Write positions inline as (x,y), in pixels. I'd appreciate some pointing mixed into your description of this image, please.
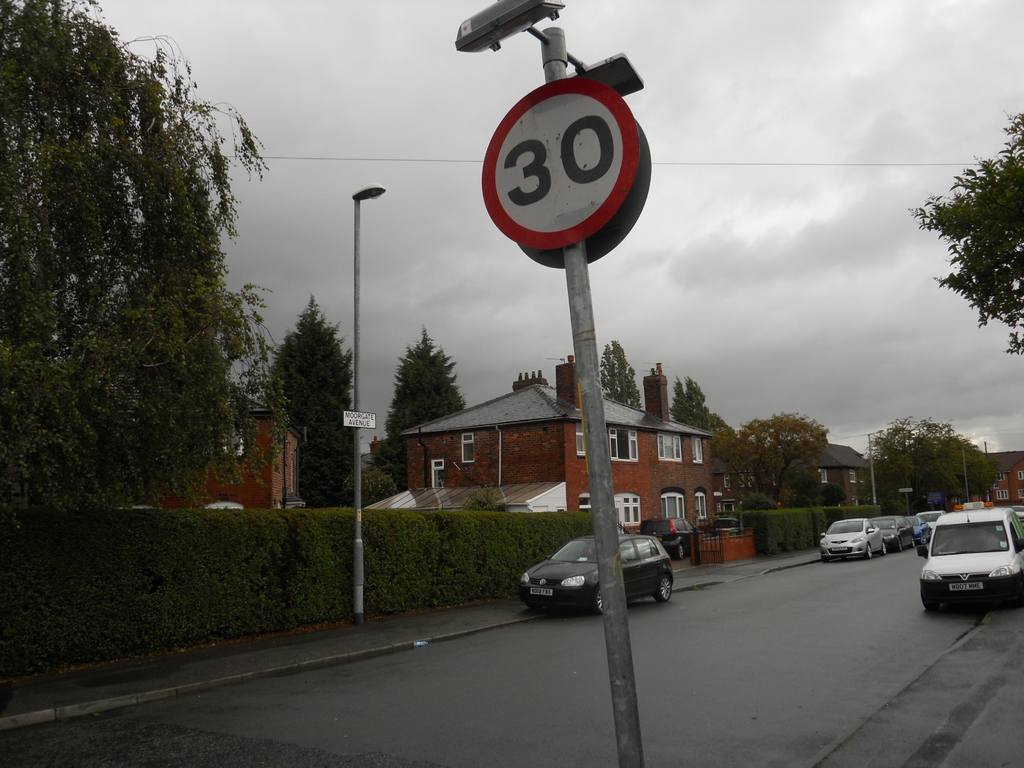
In the center of the image (589,480) there is sign board (555,167) and camera (492,28). On the right side of the image (954,543) we can see vehicles (930,536) on the road (803,636) and tree (969,277). On The left side of the image (276,549) we can see street light (359,540), tree (170,189) and plants (232,566). In the background (909,427) we can see buildings (625,451), trees (309,472), sky (705,186) and clouds (352,102).
